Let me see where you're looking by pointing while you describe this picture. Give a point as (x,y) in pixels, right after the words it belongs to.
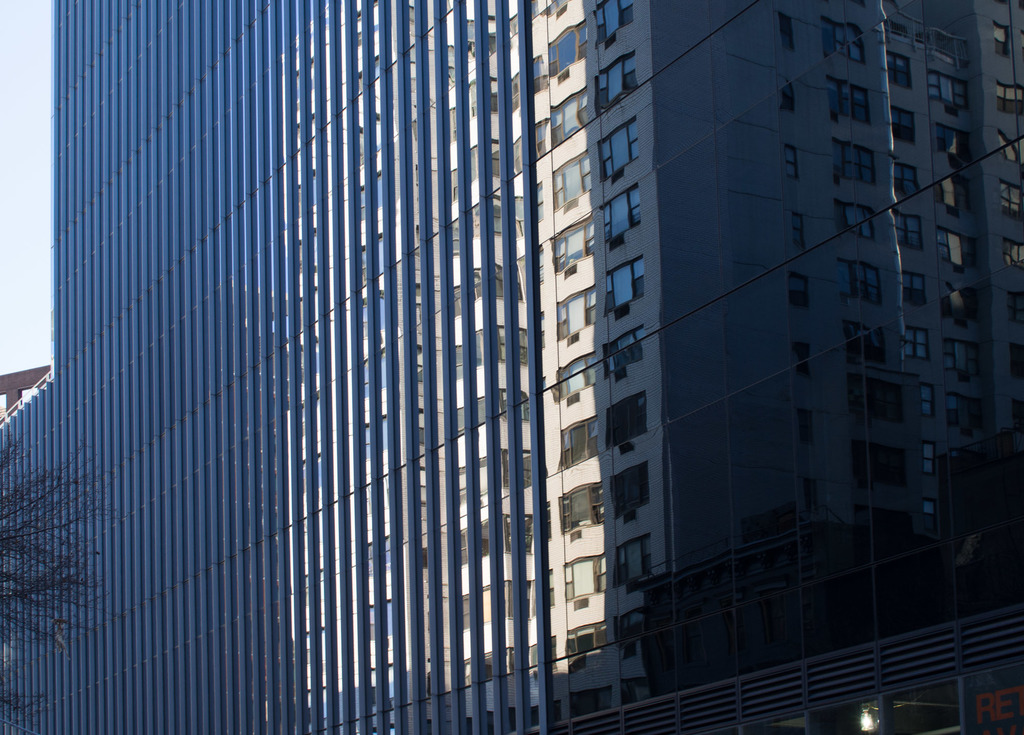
In this picture, there is a building (786,380) with windows (474,239). Towards the bottom left (11,548), there is a tree (62,488).
